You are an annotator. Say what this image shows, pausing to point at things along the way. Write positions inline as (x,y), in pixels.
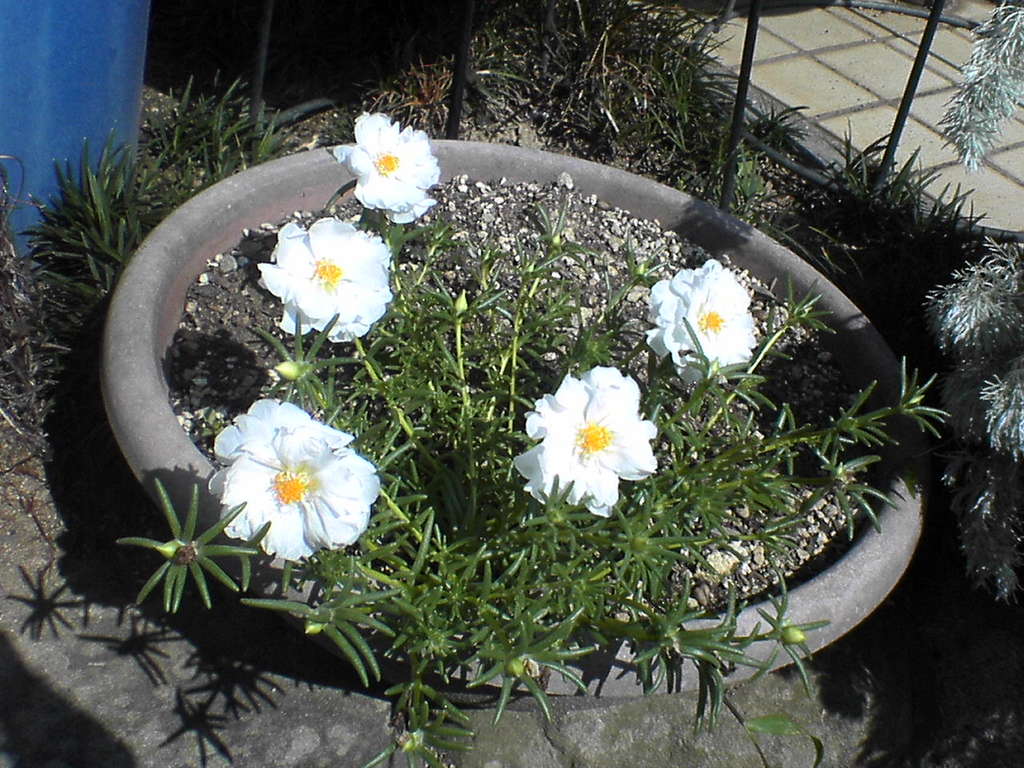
In this image we can see a white color flower potted plant (624,451). In the background (128,146), we can see pavement (887,110), grass (555,91), metal rods (918,56) and a blue color object (80,101).
